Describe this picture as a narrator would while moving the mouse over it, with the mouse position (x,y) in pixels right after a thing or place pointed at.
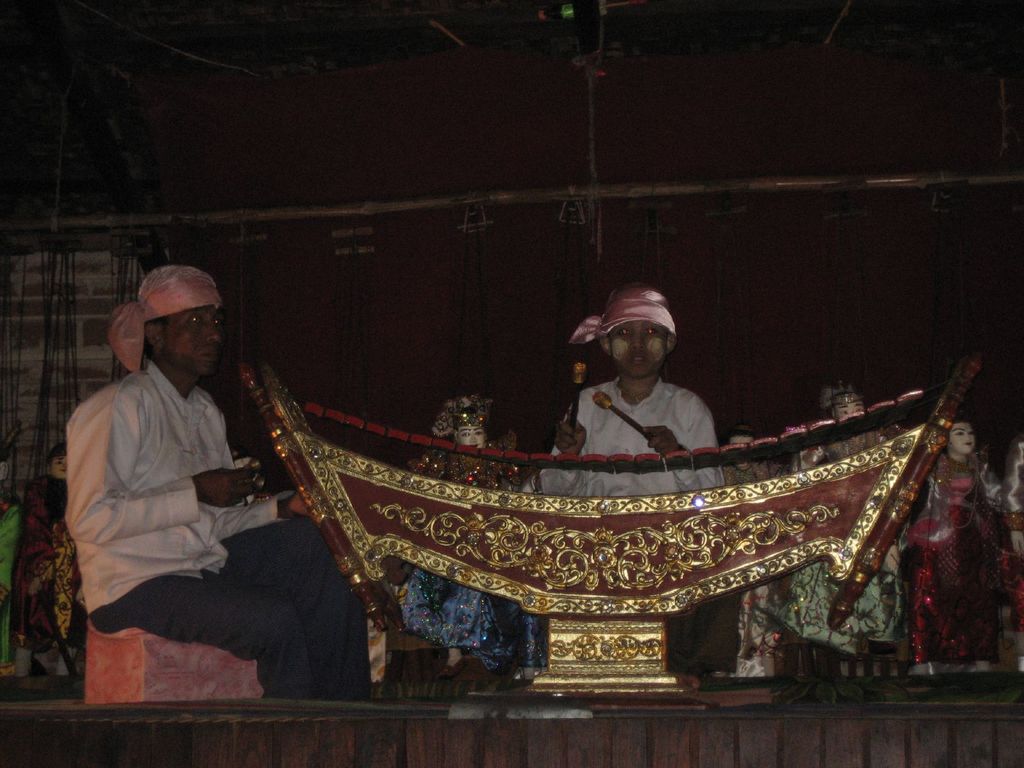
In the image few people (147,305) are sitting and holding something in their hands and there are some idols (948,467). Behind them there is wall (13,376).
